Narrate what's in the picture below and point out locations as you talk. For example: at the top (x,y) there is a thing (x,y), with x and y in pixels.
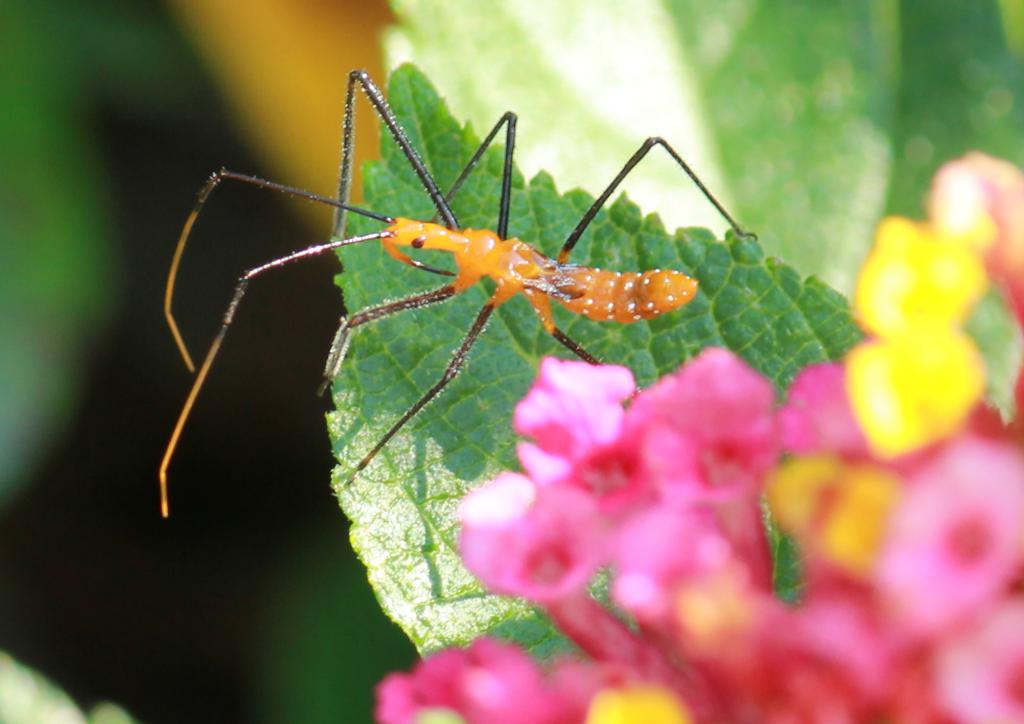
In this picture I can see flowers (593,389), there is an insect (741,230) on the leaf (450,175), and there is blur background (320,28).
